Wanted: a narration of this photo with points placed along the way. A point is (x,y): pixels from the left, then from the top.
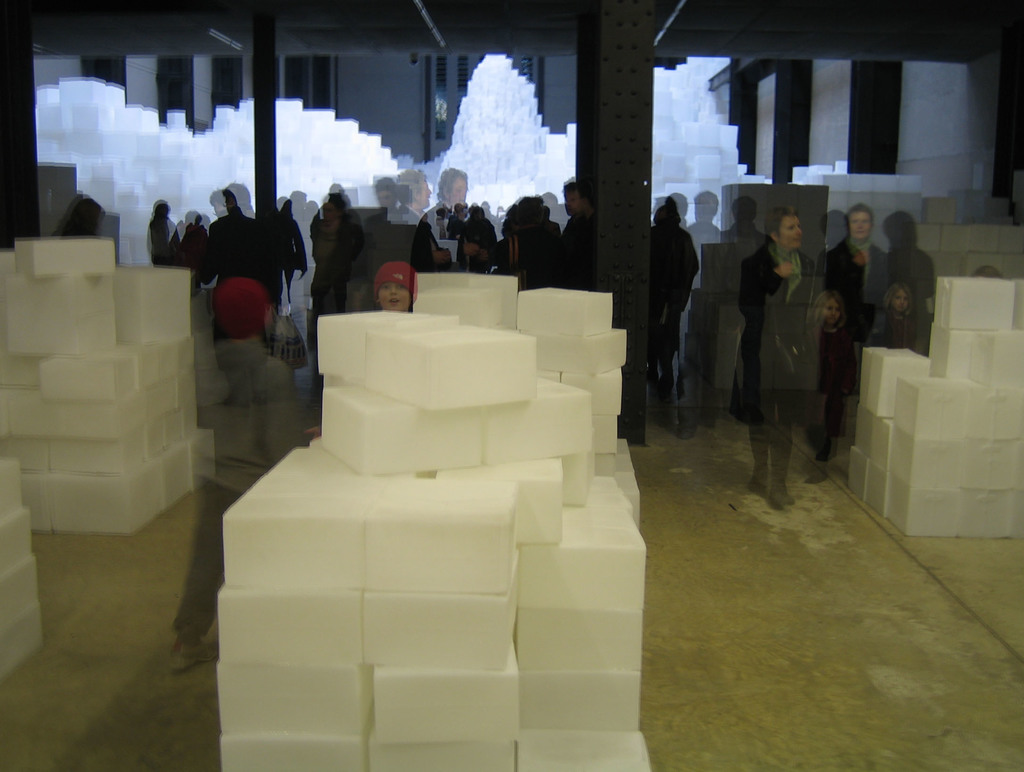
This is an image. On the left side (91,263), there are white color boxes (101,301) arranged on the floor (83,650). In the middle of the image (530,348), there are white color boxes (535,439) arranged on the floor (891,584). On the right side (1001,497), there are white color boxes (992,441) arranged on the floor (917,554). Beside these boxes (911,474), there are persons (862,274). In the background (628,170), there are pillars (4,139). And the background is blurred.
